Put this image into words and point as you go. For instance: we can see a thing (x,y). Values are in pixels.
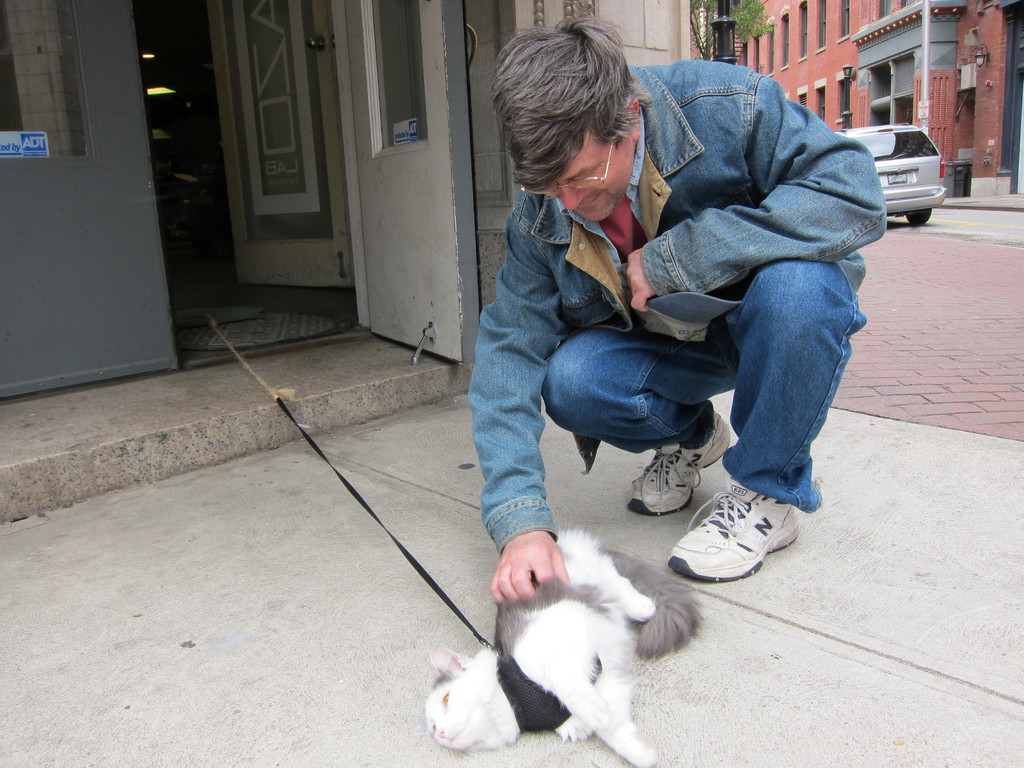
A man (724,224) with blue jacket (719,202) and blue jeans (713,337) is sitting on the floor (470,637) and kept his hand (525,566) on the cat (526,642). To the left top corner (259,188) there is a door (115,199). And beside that man (724,160) there is a car (916,170) on the road (945,231). And there is a building (889,67).
